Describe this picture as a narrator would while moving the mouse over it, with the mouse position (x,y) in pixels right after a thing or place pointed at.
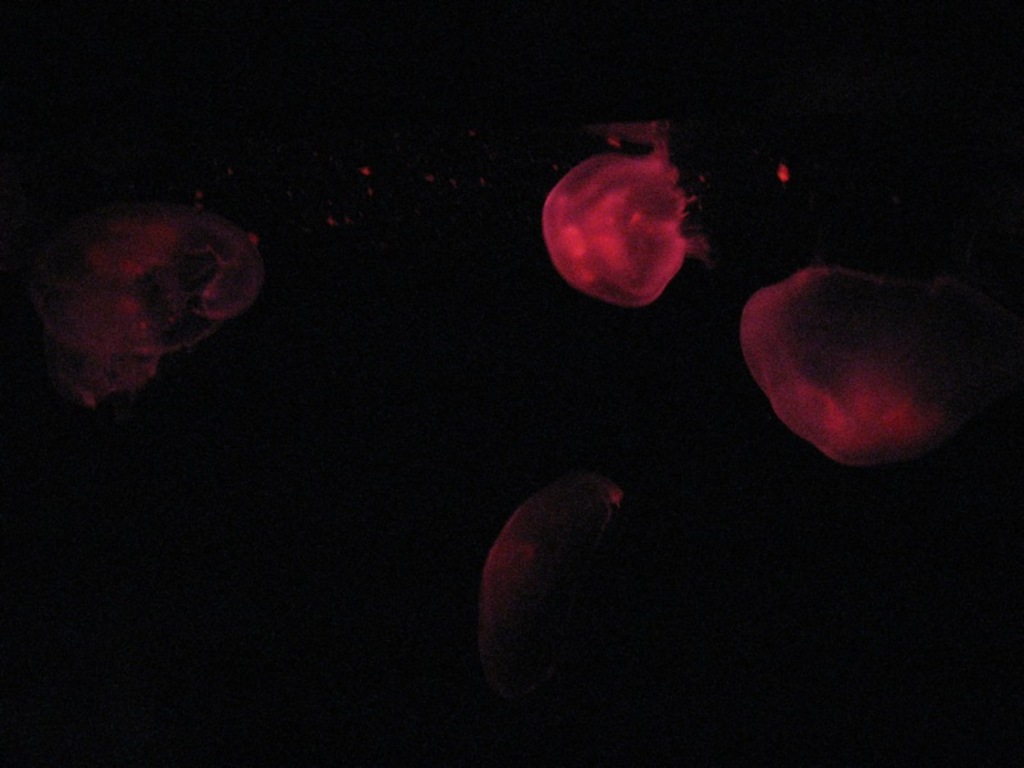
In this picture, we see the jellyfishes (770,355) or the blood cells (639,253) in red color. In the background (241,427), it is black in color. This picture is blurred in the background (367,606).
